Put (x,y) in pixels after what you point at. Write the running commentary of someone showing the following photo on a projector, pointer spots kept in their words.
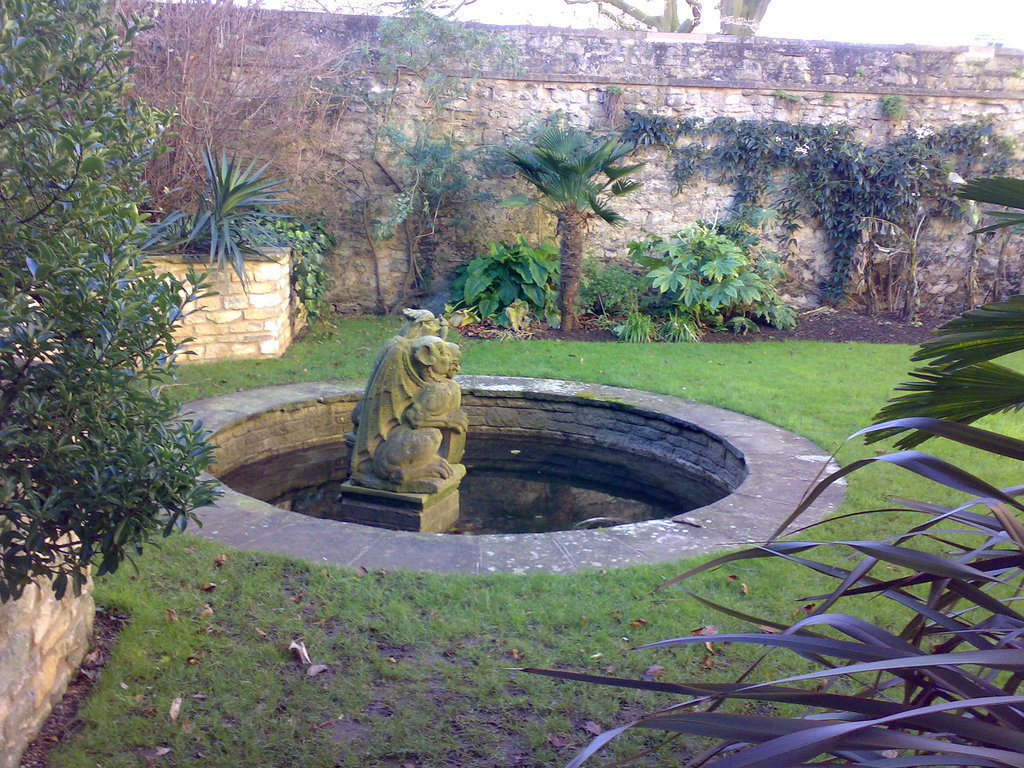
In this image I can see a sculpture (390,366). There is water (545,484), grass (858,345), wall (664,70) and there are plants (562,303).
